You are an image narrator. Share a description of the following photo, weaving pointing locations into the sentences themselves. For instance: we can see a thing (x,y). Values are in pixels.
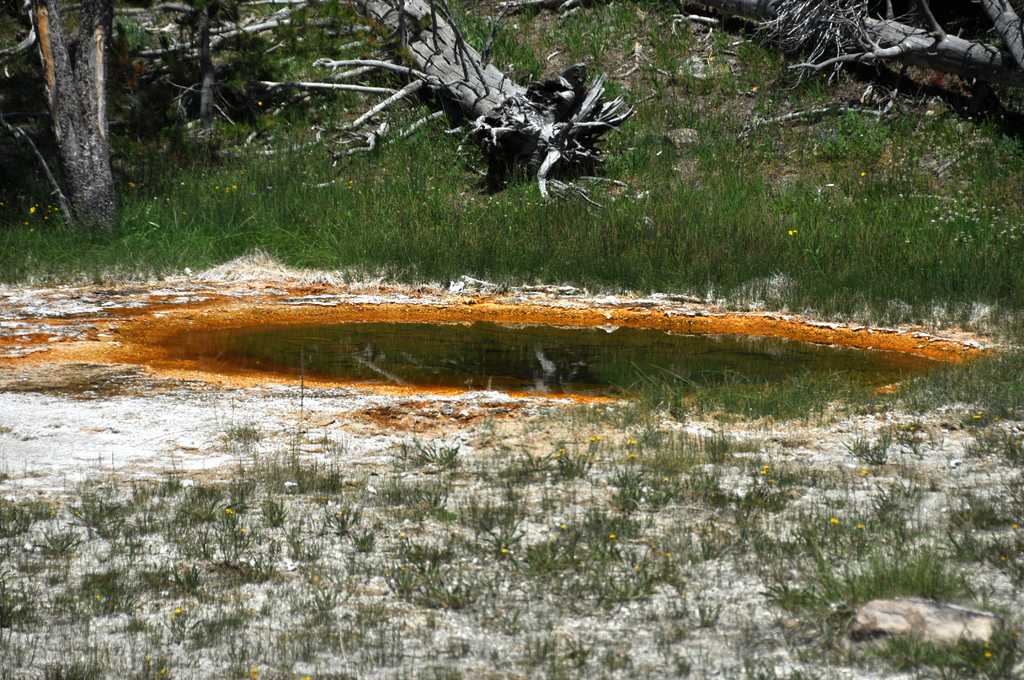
Here in this picture, on the ground (173,312) we can see grass (150,517) present and in the middle (342,370) we can see some part (309,356) is covered with water (532,375) and we can also see trees (58,134) and plants (579,19) present and we can see logs (490,76) of trees (502,171) present on the ground (844,144).
